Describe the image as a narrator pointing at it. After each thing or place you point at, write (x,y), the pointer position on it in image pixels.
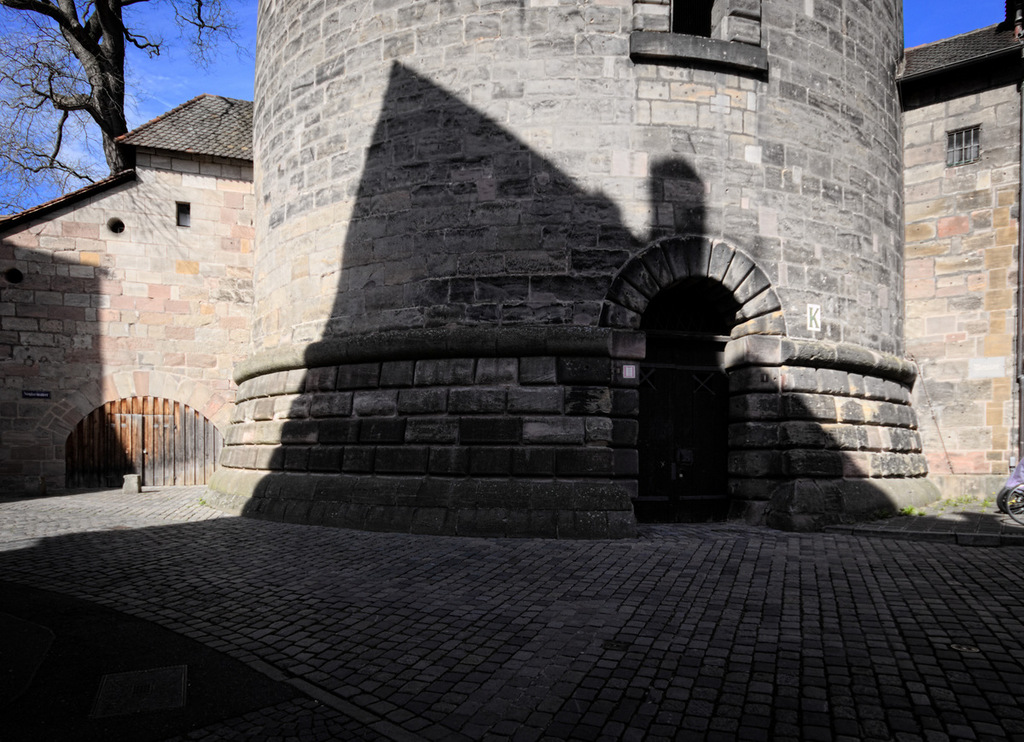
In this image we can see some buildings (623,373), windows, doors (163,454), also we can see the sky (132,61), and the tree (111,92).
